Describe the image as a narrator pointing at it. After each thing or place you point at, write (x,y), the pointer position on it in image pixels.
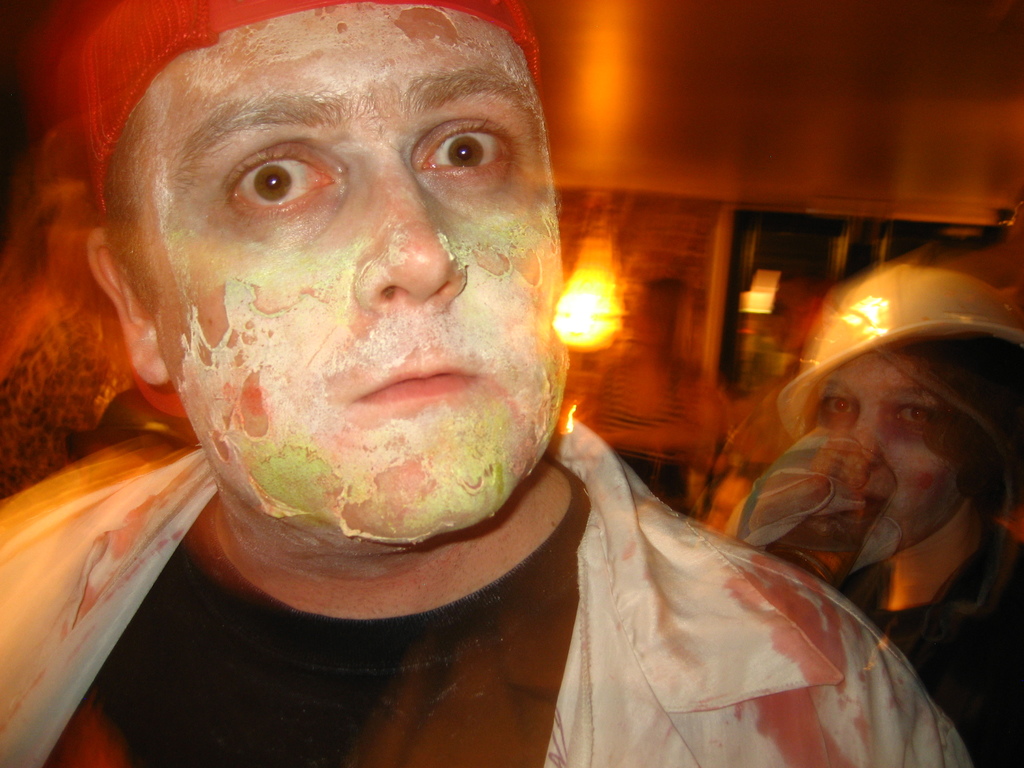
In this image there are some people (176,345) and they look like a Halloween. In the background (584,323) there is a lamp (576,336) attached to the wall (857,184).
